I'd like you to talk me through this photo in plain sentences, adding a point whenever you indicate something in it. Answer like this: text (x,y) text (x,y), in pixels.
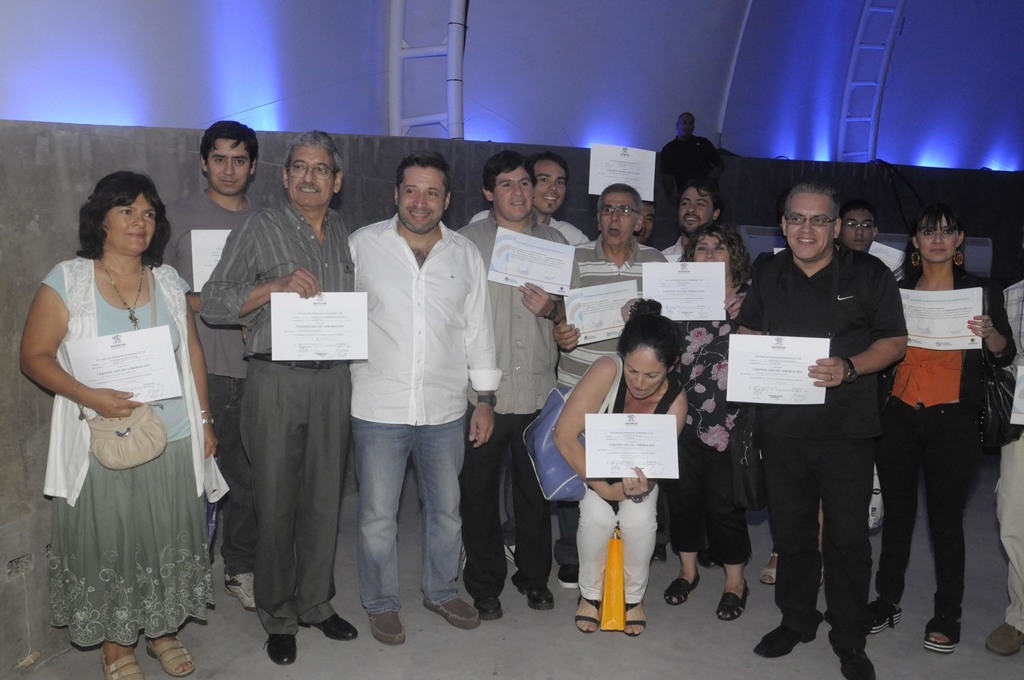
In this image I can see a group of people (126,311) standing and posing for a picture most of them are holding a card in their hands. I can see a woman (594,553) is bending for a bag (620,532). I can see another person (717,157) behind them and I can see a wall (58,142) behind the people (249,147) standing. I can see some lights (993,168).
